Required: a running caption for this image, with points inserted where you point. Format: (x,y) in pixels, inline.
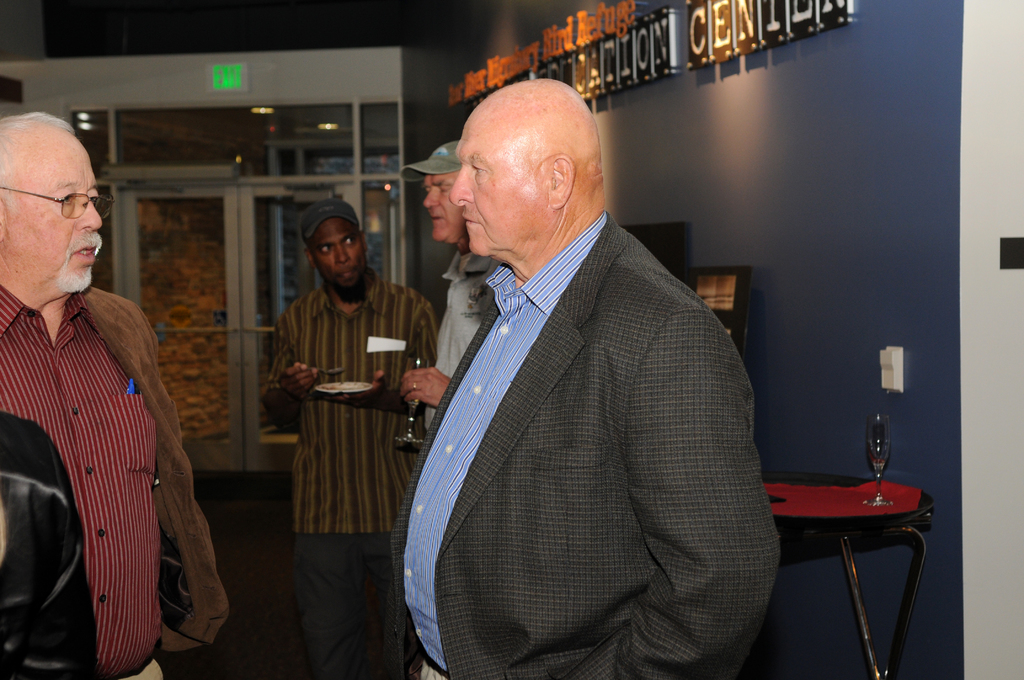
In this image, there are four people (135,447) standing. Among them two people (372,368) are holding the objects (413,411). On the right side of the image (696,31), I can see a name board (653,66) attached to the wall (792,74) and a wine glass (881,463) on the table (816,513). In the background (203,374), there is a glass door (219,195) and an exit board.
